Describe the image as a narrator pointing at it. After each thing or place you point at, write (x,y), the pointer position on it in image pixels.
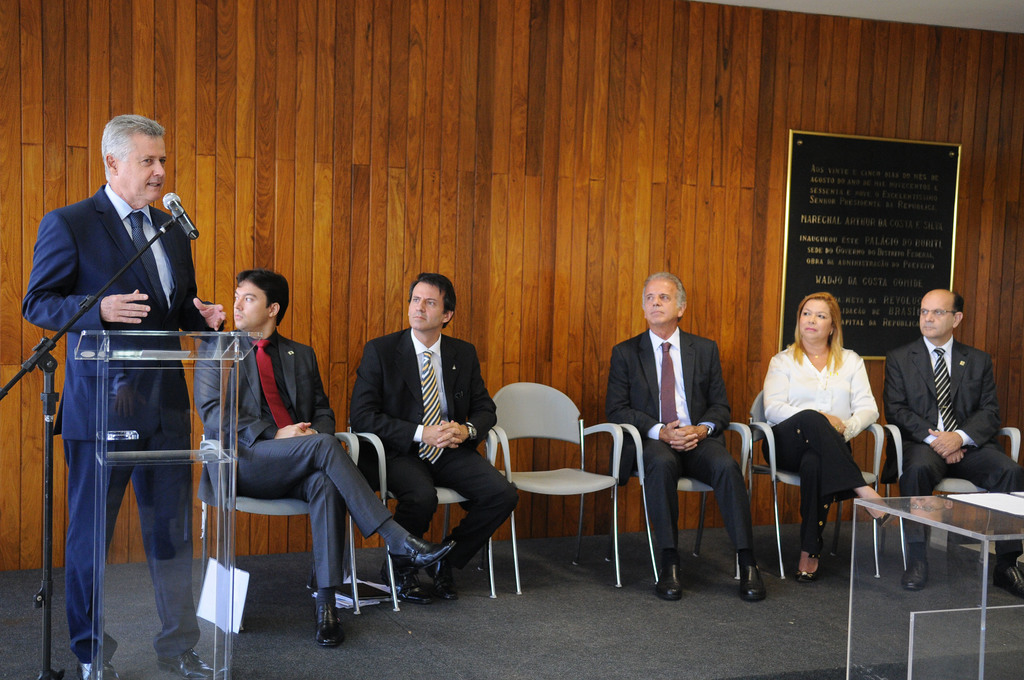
In the picture there is a man (91,487) talking on mic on left side (83,476) and beside him there are few people (483,458) sat, This looks like a conference hall (537,189).
